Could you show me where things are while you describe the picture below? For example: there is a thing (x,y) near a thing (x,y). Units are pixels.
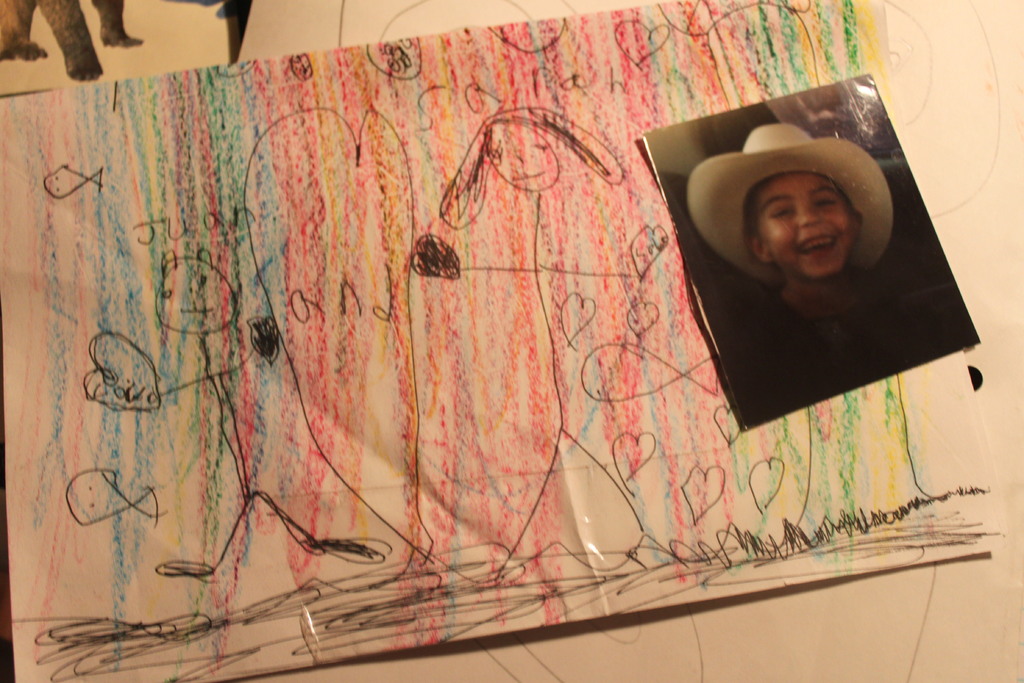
The picture consists of a chart (938,502) and a photograph (763,186). On the chart (272,103) there is a drawing (488,257). Towards right (727,359) on the photograph (838,243) there is a kids picture (814,250). On the top left (61,31) there is animal legs (110,45).
